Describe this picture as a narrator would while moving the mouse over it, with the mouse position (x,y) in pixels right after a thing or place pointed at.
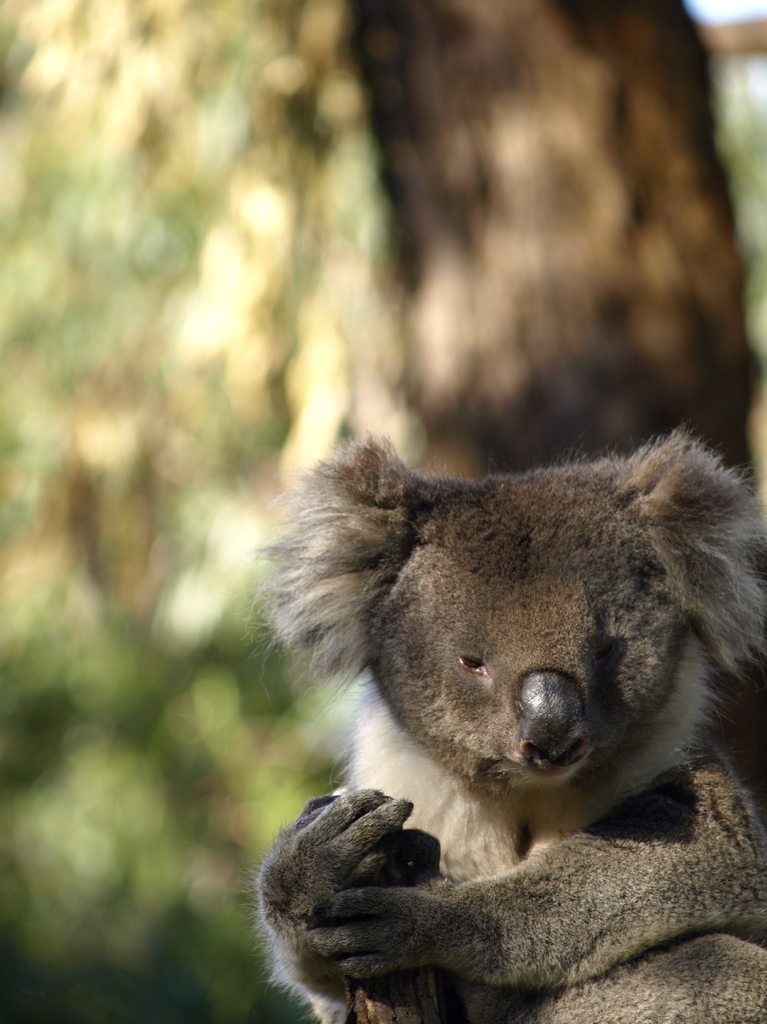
In this picture I can see a koala (581,731) in front (510,613). I see that it is totally blurred in the background (207,332).
